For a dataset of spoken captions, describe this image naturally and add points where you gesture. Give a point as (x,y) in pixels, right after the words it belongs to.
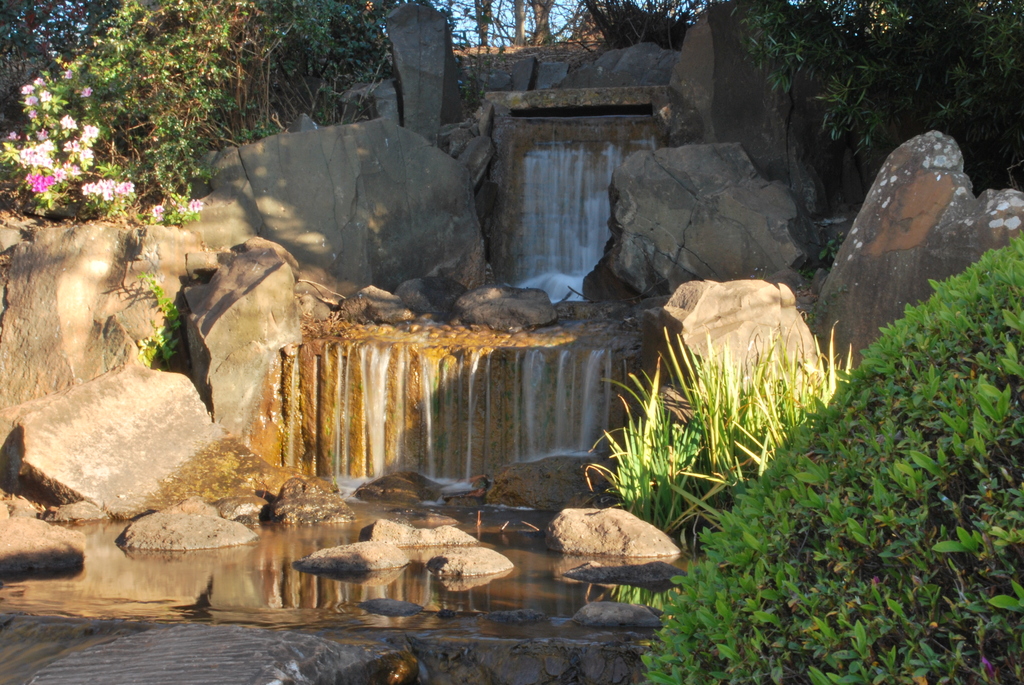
In this image there is a waterfall (544,167), the water (462,394) is flowing down from the rocks (513,286), beside the rocks (505,297) there are plants (101,125) and flowers (88,144).
